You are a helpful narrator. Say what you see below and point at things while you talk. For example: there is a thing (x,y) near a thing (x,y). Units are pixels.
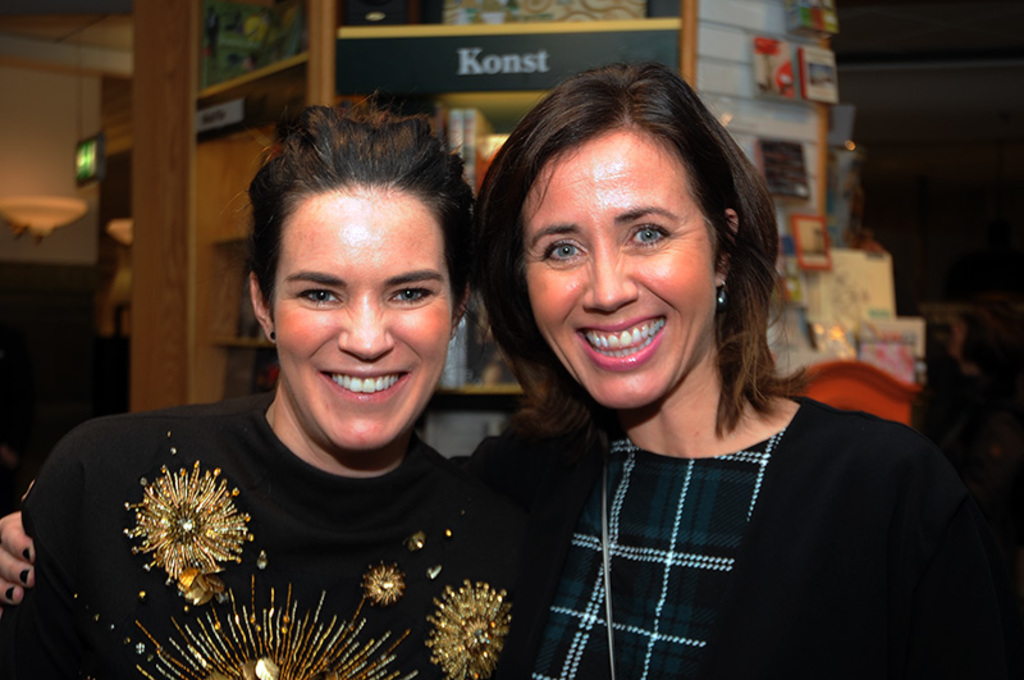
In this picture there are two women (484,469) were wearing black dress (489,542) and they are smiling. In the back (531,90) I can see the wooden shelf (491,374). On the right (859,265) I can see some books (913,335), posters (875,320) and other objects (831,366) on the table (886,400). On the top left corner (85,186) I can see the exit sign board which is hanging from the roof (126,27) of the building (46,28).
